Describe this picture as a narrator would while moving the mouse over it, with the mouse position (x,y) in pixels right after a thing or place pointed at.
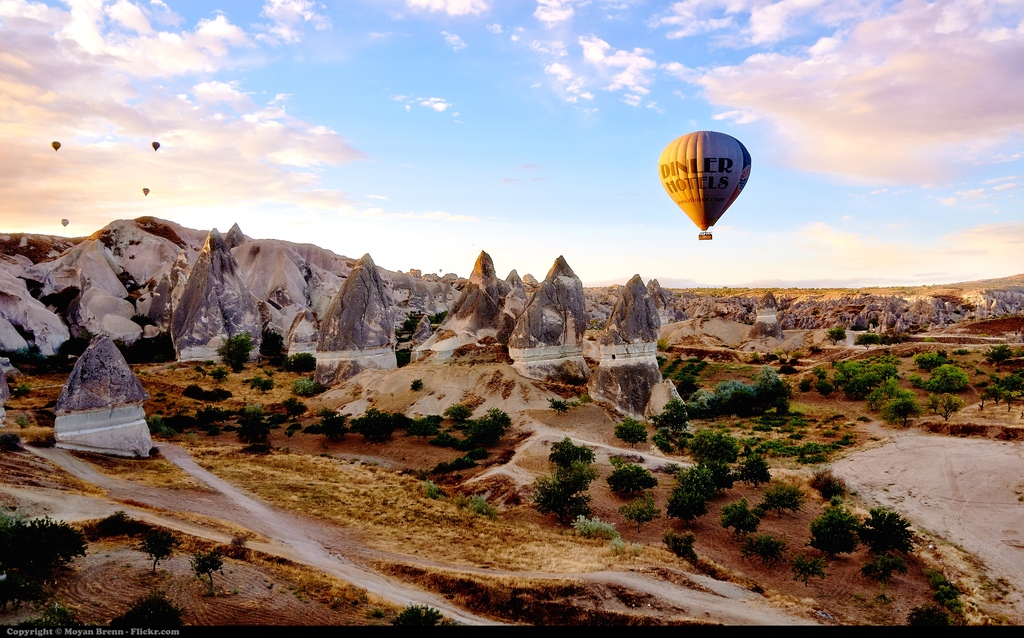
As we can see in the image there are few hot air balloons (723,156), sky (288,147), hills (289,263) and trees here and there.
